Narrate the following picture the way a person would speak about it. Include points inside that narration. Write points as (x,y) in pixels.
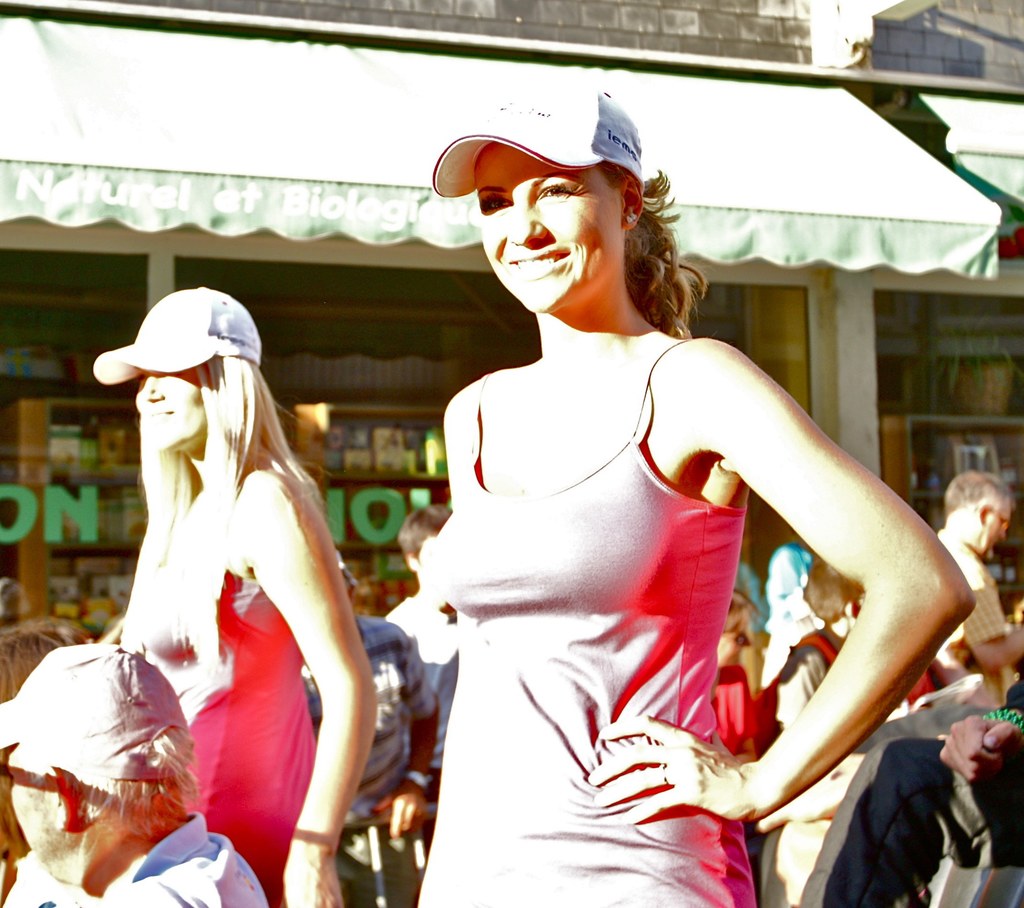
In this image in the front (276,568) there are woman (328,565) standing and smiling and in the background (432,664) there are persons (401,711) sitting and walking and there is a tent (320,214) and there is a glass (426,439) and behind the glass (102,474) there are objects (317,418). On the glass (55,499) there is some text (11,491) written on it. Behind the tents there is a wall (677,34) on the top (733,45).
